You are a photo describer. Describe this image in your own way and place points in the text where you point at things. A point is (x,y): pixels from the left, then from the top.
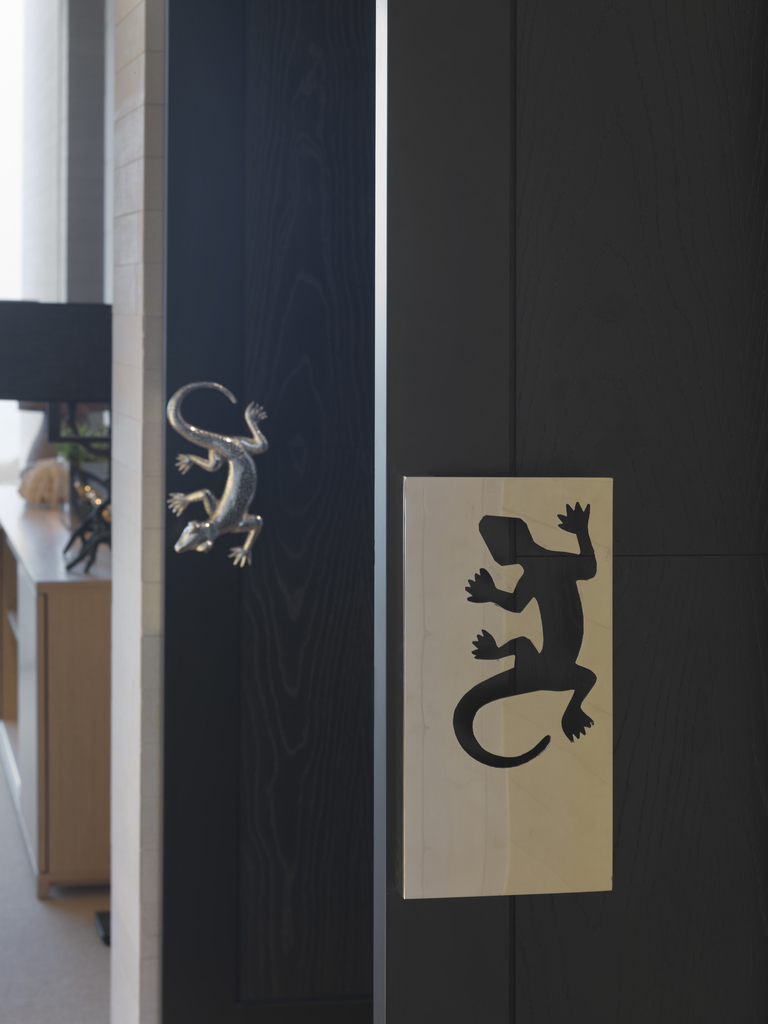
In the image there is lizard sticker (503,552) on the wall (546,329) and beside it there is a metal lizard idol (208,468) on the wall (235,914), on the left side (61,615) there is a table (24,532) with some things (44,473) above it.
